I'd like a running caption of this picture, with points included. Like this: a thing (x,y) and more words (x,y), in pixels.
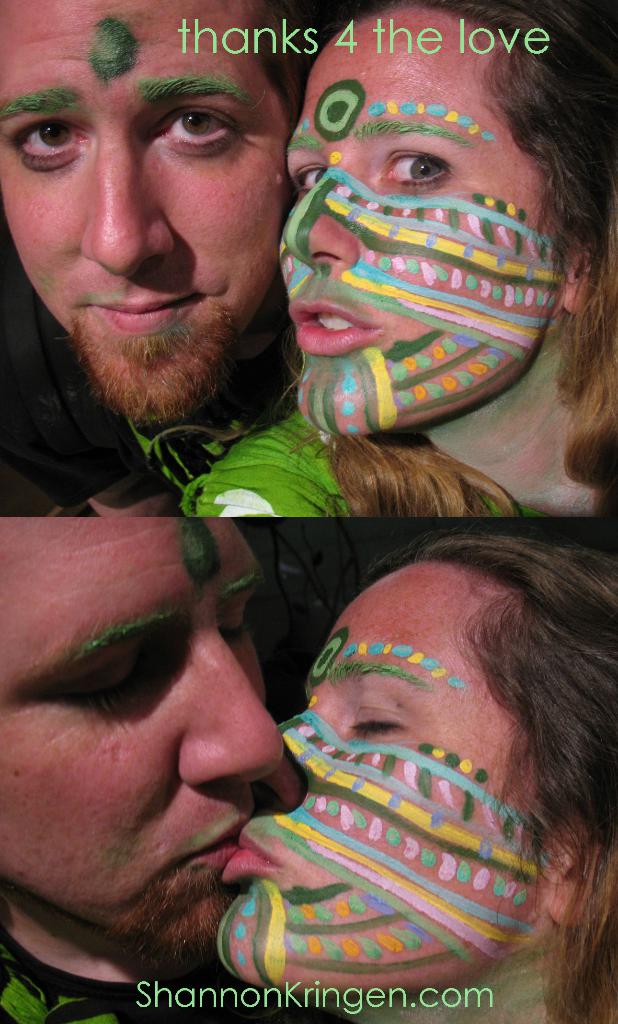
This image is a collage image as we can see there are two person (232,330) on the top of this image (267,179) and there is some text (253,51) written at top of this image (237,52) and there are two persons (340,663) on the bottom of this image (286,746) and they are kissing, and there is some text (286,991) written at bottom of this image (263,997).
